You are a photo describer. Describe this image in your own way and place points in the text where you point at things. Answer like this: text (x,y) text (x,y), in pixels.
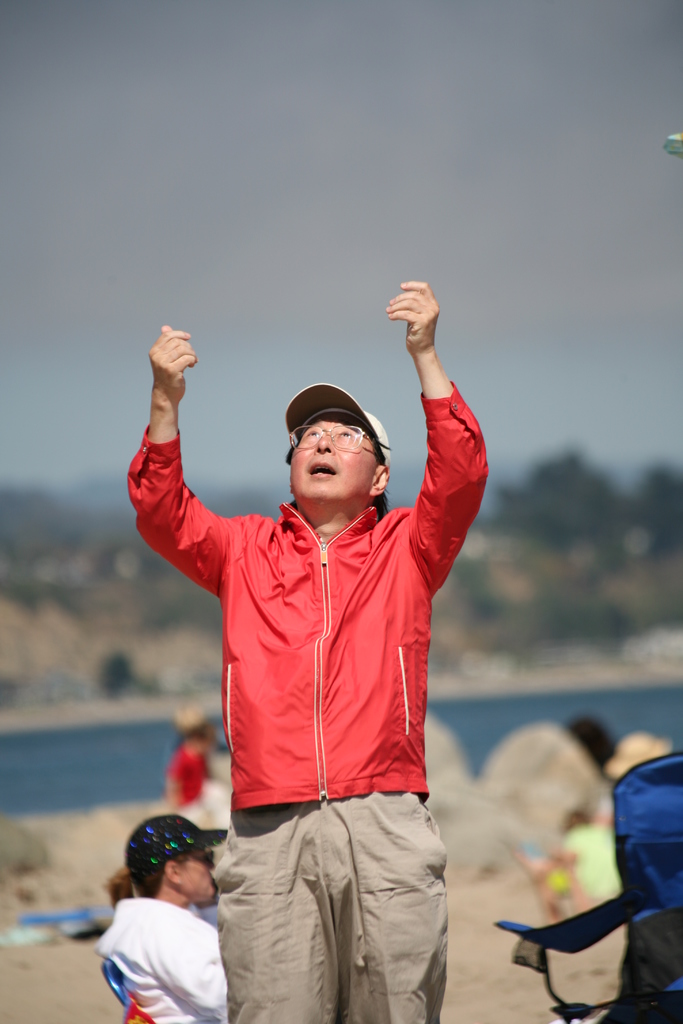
In this image I can see a man (246,715) is standing in the front (377,489). I can see he is wearing a red colour jacket (344,585), a specs (339,444) and a cap (306,420). On the right side of this image (672,764) I can see a blue colour thing (660,811) and in the background (565,872) I can see few more people (565,863). I can also see this image is little bit blurry in the background (124,458).
